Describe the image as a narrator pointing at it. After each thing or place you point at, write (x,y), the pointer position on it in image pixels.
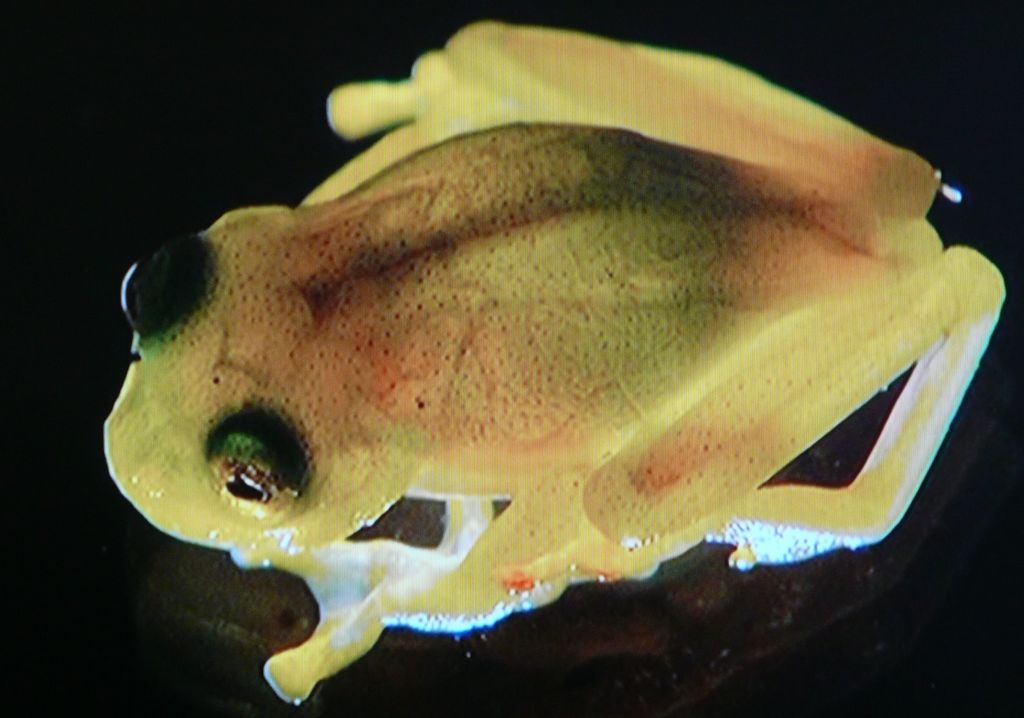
In this image I can see the frog (418,356) which is in yellow, green and red color. It is on the black color surface (613,640).
